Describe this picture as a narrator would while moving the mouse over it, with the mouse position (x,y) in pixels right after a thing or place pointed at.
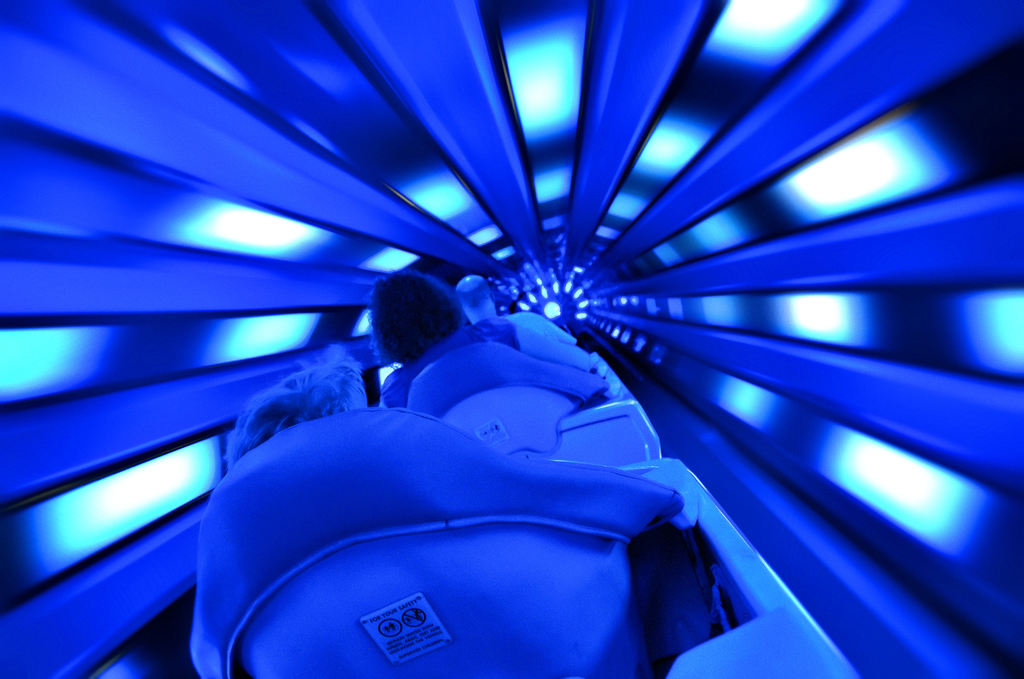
In this image we can see a space mountain (689,378) and there are persons (421,358) sitting on the chairs (515,436). And we can see the lights (270,343).
